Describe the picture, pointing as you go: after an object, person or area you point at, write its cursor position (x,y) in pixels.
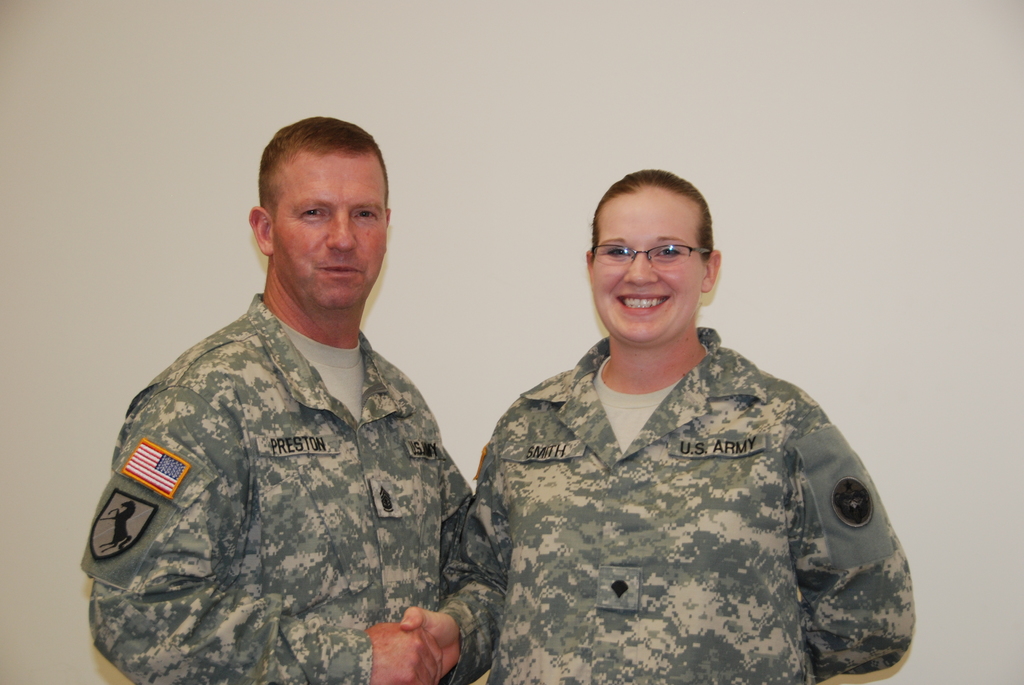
There are two people (659,375) in the center of the image (607,413), they are wearing army uniforms (604,466).
